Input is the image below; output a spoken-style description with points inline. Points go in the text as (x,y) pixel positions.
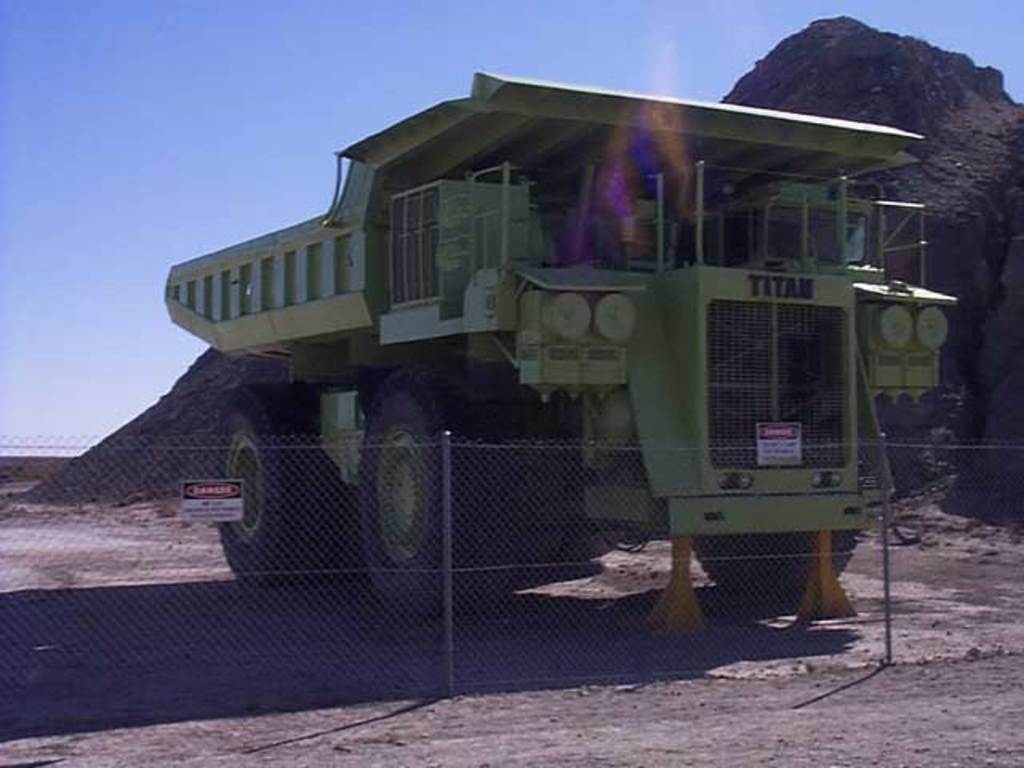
In this image we can see a vehicle (471,365). In front of the vehicle (400,507) we can see a fencing (274,651). Behind the vehicle (621,284) we can see a hill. At the top (419,93) we can see the sky (391,72).
